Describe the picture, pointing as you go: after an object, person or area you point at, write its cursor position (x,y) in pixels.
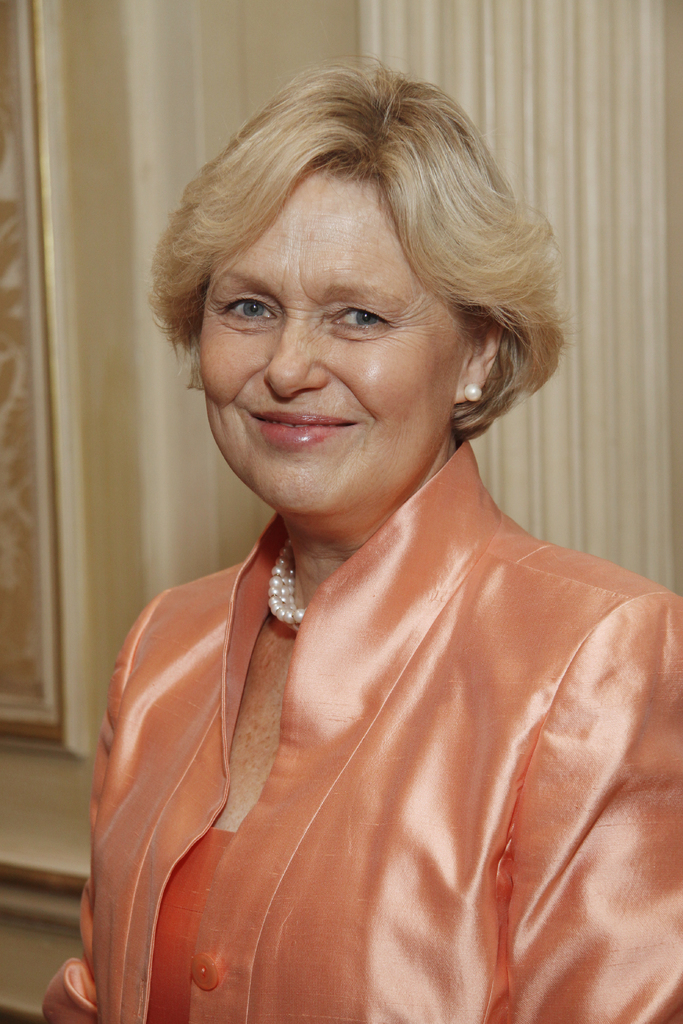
In this image we can see a woman (610,576) wearing orange dress (413,780) and in the background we can see a photo frame (7,456).
